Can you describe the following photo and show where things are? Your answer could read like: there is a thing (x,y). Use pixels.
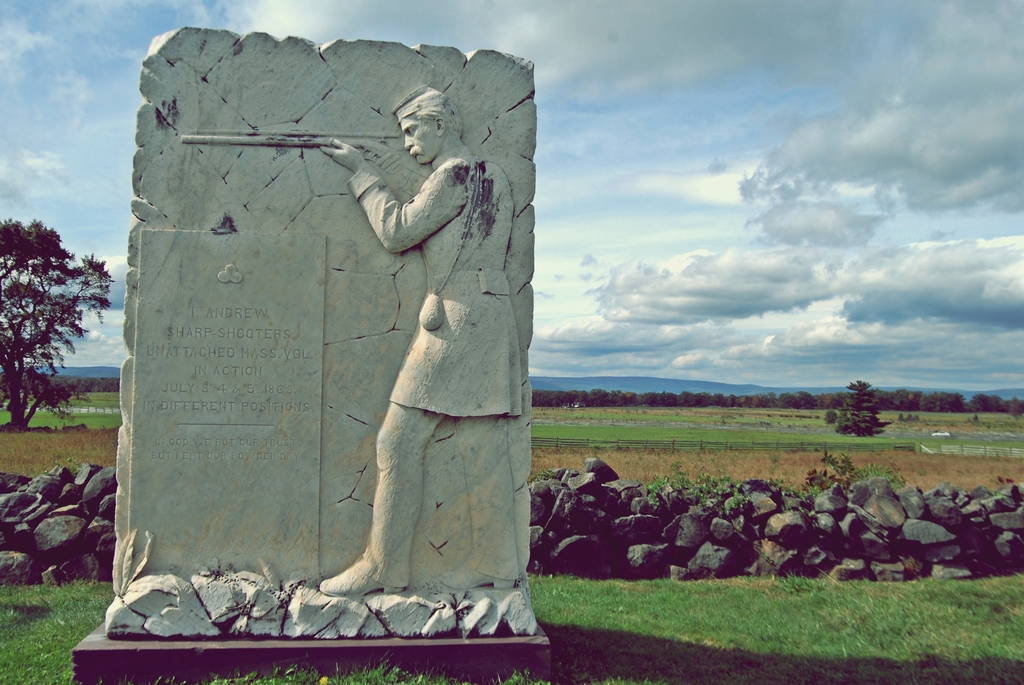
In this picture we can see a stone sculpture (332,493) on the grass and behind the sculpture (514,486) there are stones (778,516), trees (624,394), hills (629,388) and a cloudy sky (791,259).
